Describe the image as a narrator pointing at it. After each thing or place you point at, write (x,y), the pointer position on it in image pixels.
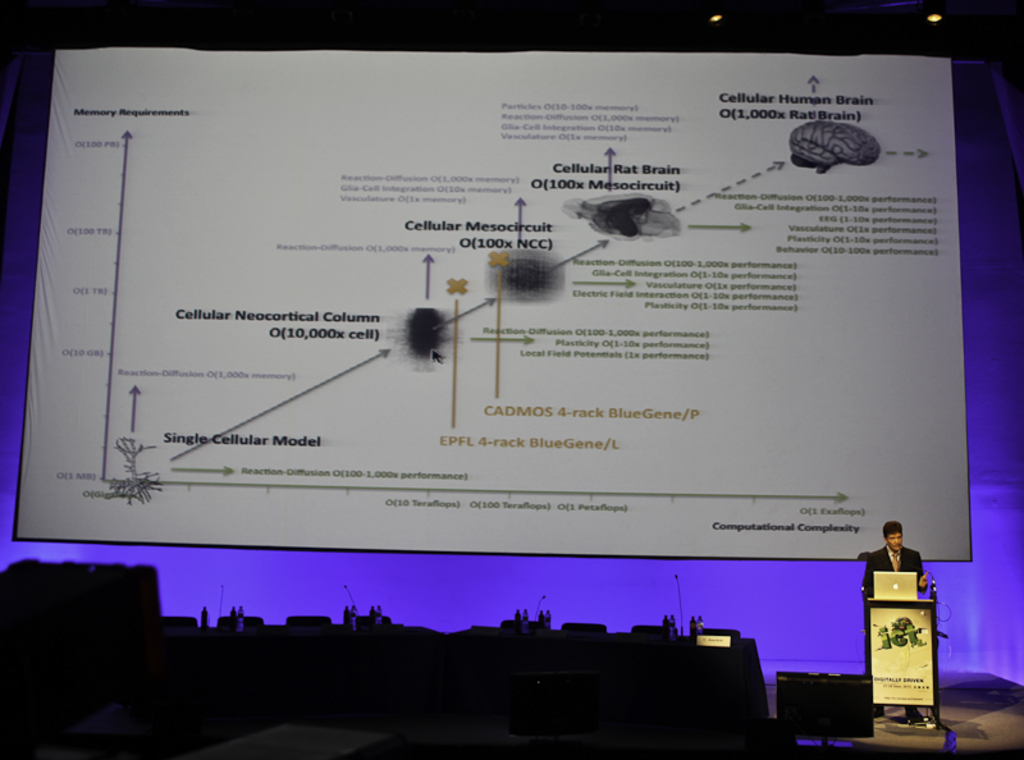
In this image I can see a screen (466,114), on the screen (737,233) I can see text (332,474) and at the bottom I can see a table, on the table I can see mics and bottle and beside the table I can see a person (892,559) standing at the podium (910,598), on the podium (909,618) I can see system (885,583) it is visible on right side (929,614).
